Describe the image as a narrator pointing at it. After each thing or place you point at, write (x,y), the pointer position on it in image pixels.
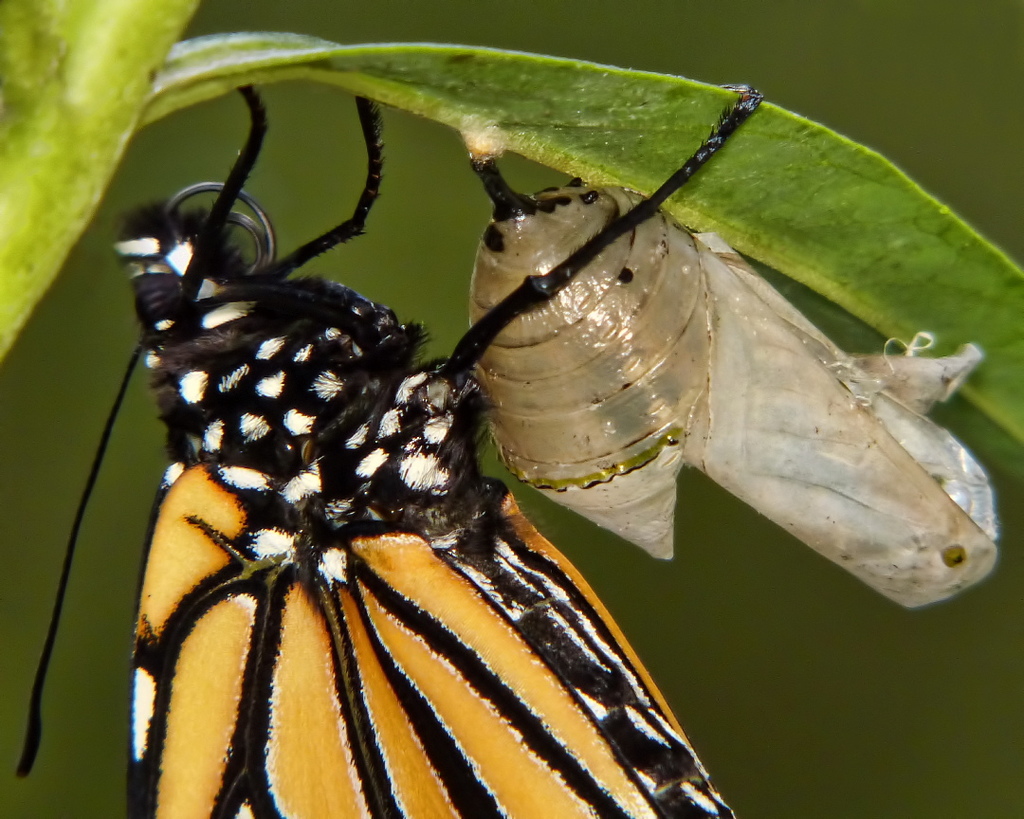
In this image we can see insect (345,221) on the leaf (808,153). The background of the image (911,39) is blur.
